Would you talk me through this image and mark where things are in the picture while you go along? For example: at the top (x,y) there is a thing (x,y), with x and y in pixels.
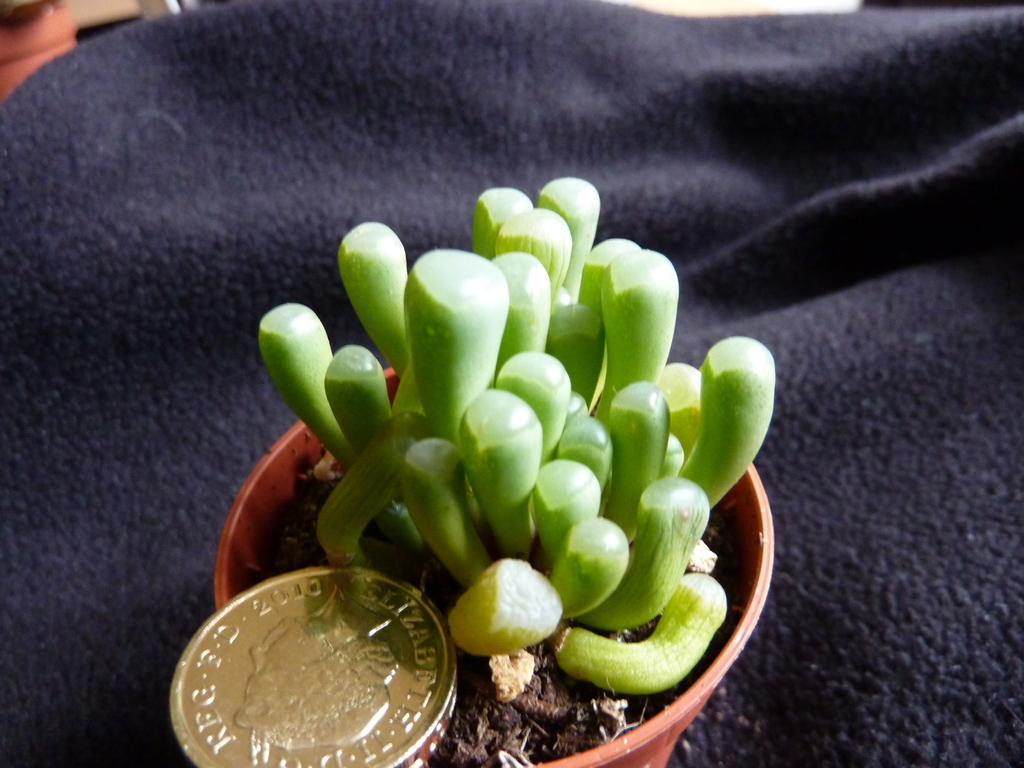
In the picture I can see the plant pot (657,749) and I can see the coin (390,627). It is looking like a blanket (735,117).
